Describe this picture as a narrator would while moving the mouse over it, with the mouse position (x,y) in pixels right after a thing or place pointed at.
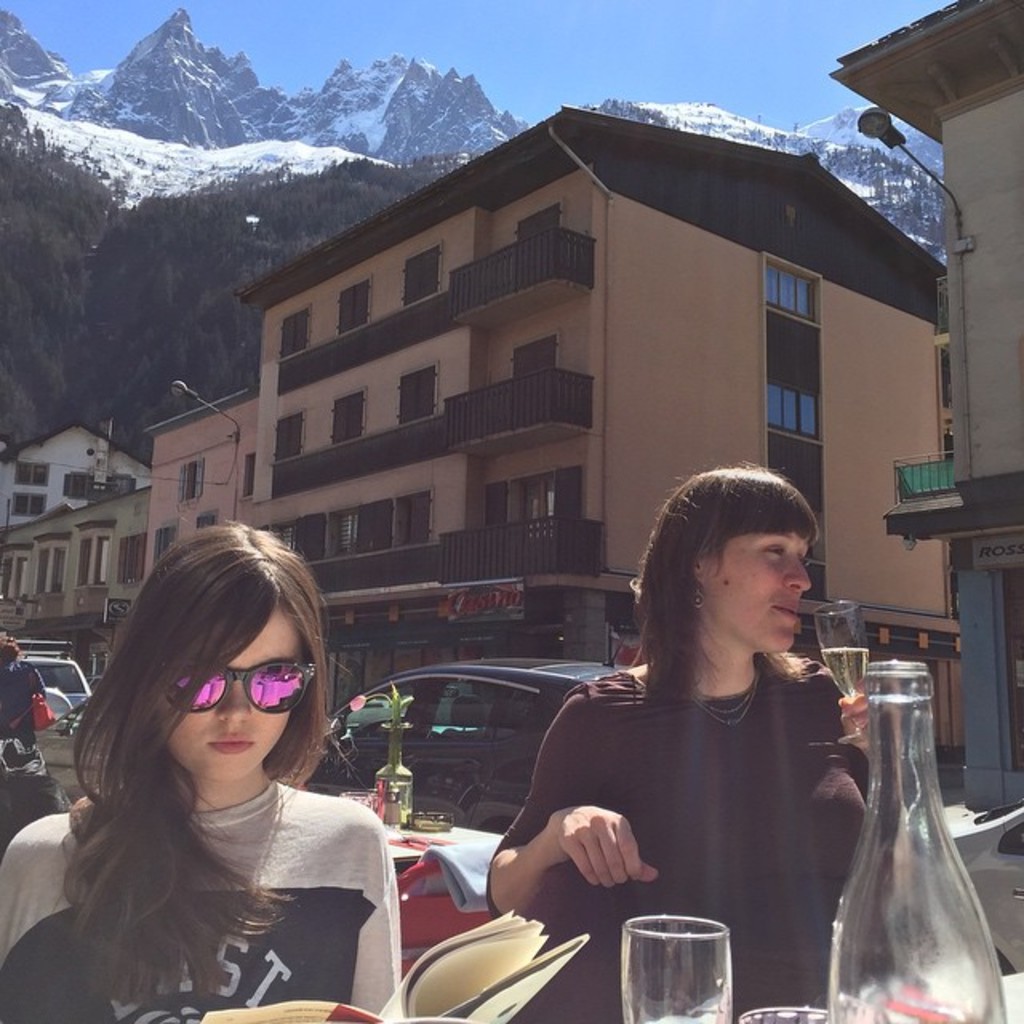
In this image we can see this person (695,784) is sitting and holding a glass (837,667). This person (144,888) is sitting and holding a book (440,1007) in her hands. We can see cars (471,737), buildings (391,656) and mountains (155,94) in the background (171,132).
